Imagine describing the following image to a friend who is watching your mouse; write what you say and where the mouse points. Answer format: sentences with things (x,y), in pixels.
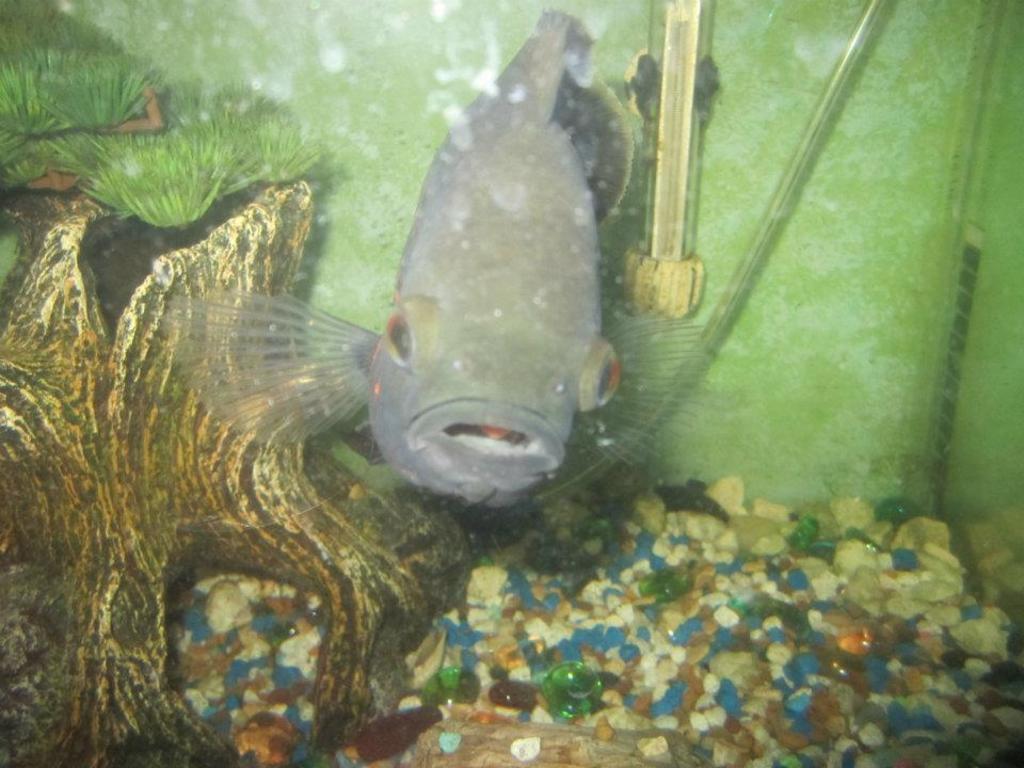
In the picture there is a fish (434,326) in an aquarium (712,432) and there are some color stones (764,605) below the fish (599,429) and on the left side (51,360) there is some plant (89,104).
